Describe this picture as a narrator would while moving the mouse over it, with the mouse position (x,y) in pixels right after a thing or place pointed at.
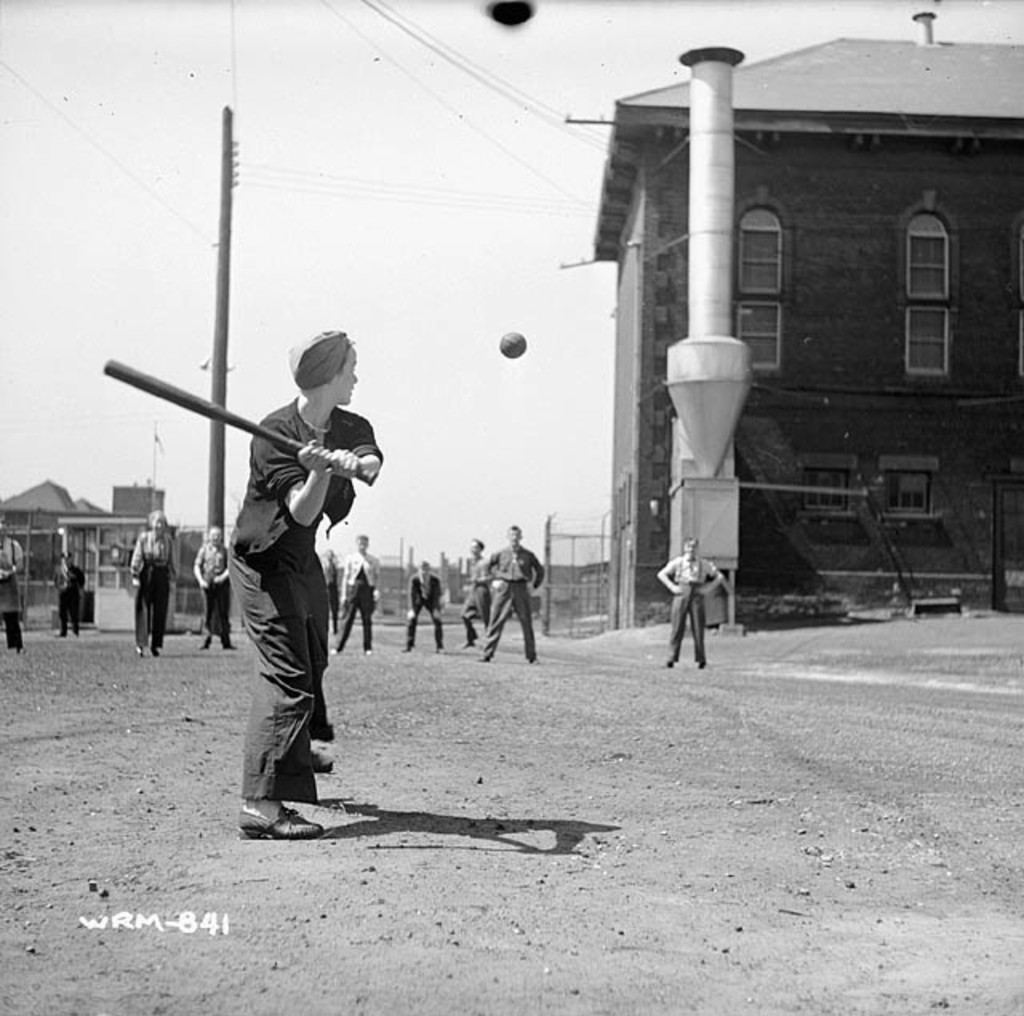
In this picture there is a person (247,523), by holding a bat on the left side of the image (307,592) and there is a ball (515,348) in the center of the image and there are people (677,636) in the background area of the image (695,627), it seems to be they are playing and there are houses (633,541) and poles (550,545) in the background area of the image (568,583), it seems to be there is a chimney (723,340) in front of a house (931,263).
